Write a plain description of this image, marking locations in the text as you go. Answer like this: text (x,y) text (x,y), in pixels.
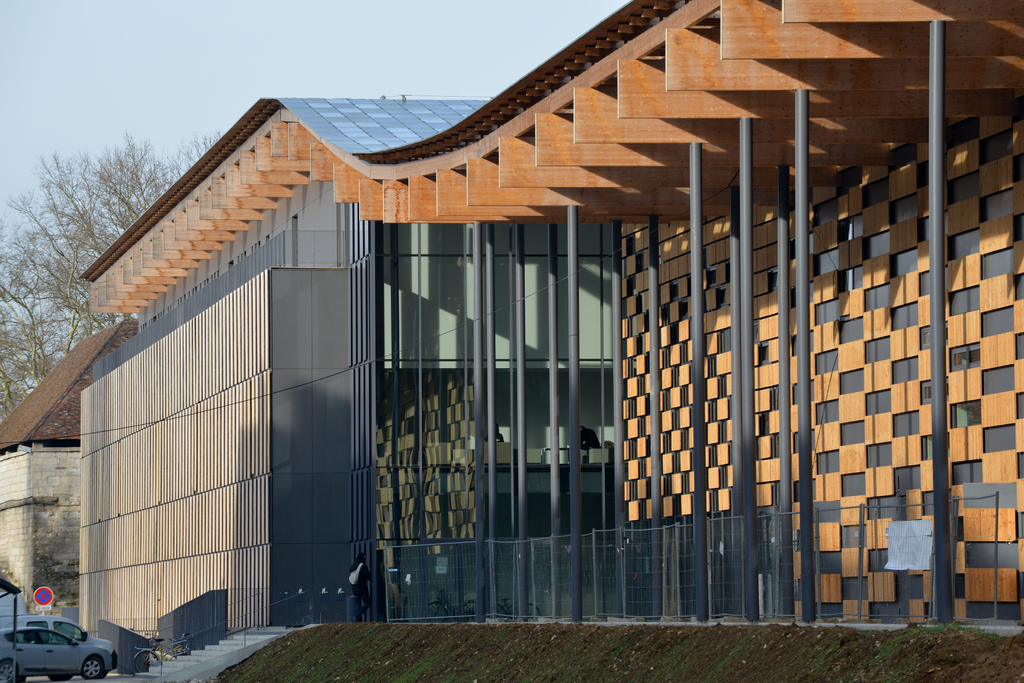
In this picture I can see there is a building (345,594), there are few cars (42,643) parked at left side (29,646), there is a tree (73,236) and the sky (72,62) is clear.
